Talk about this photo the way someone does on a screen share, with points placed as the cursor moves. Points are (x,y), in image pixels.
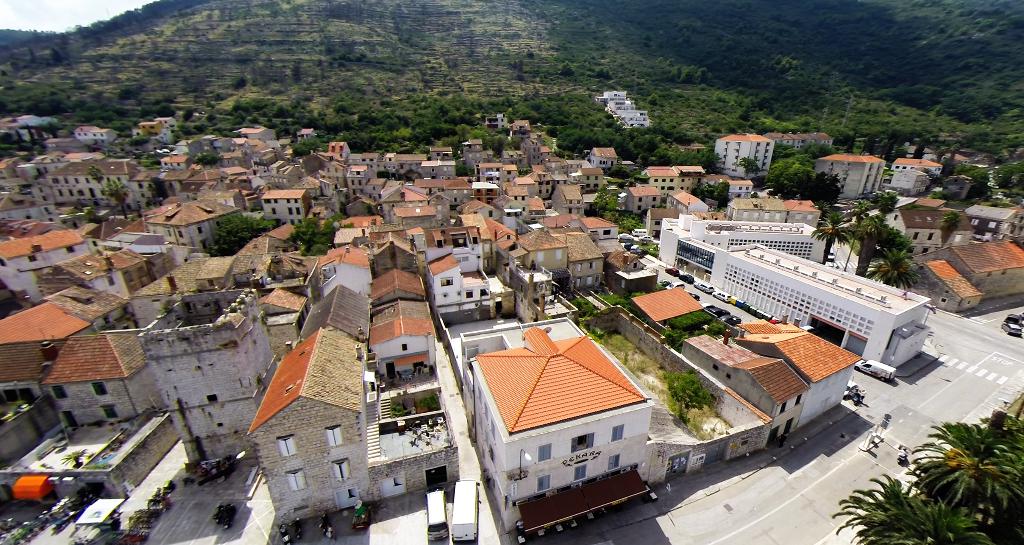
This is the picture of a city (834,222). In this image there are buildings (552,243), trees (783,173) and there are vehicles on the road (816,450). At the back (771,5) there is a mountain (430,68) and there are trees (684,69) on the mountain (830,37). At the top (87,16) there is sky (82,15). At the bottom (772,471) there is a road (908,382).
